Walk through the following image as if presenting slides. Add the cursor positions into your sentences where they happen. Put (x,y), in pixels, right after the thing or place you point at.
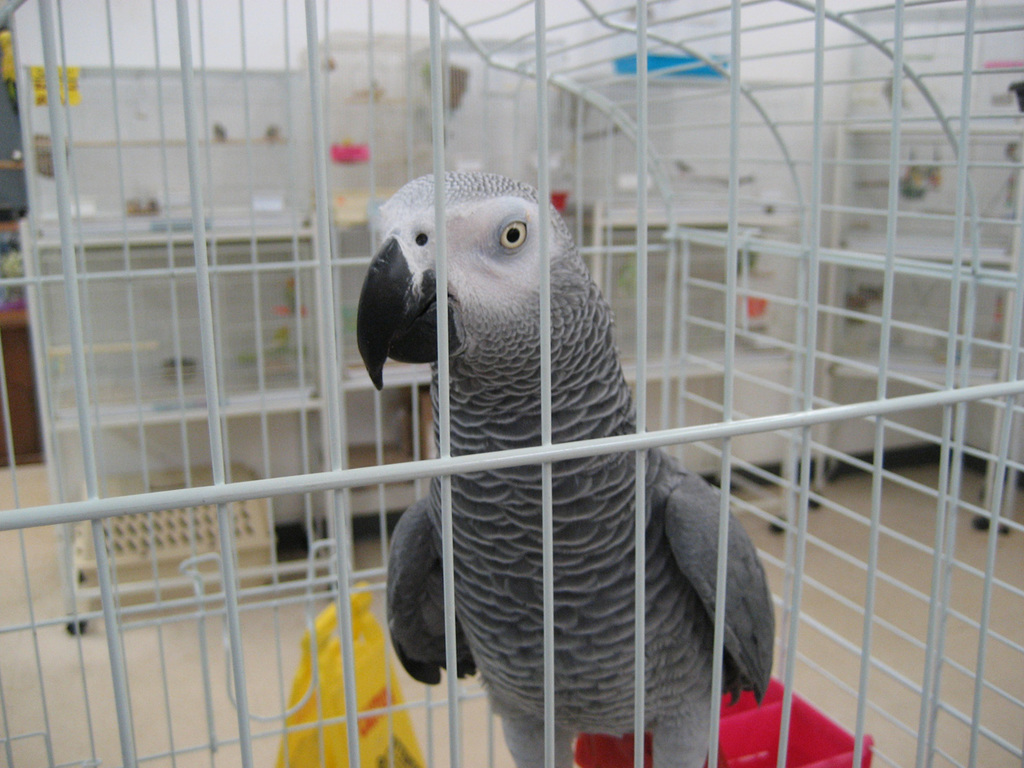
In this image we can see a bird (684,581) in the cage (547,544). In the background (320,446) we can see floor (146,695), basket (126,577), racks (336,171), and other objects (877,304).
